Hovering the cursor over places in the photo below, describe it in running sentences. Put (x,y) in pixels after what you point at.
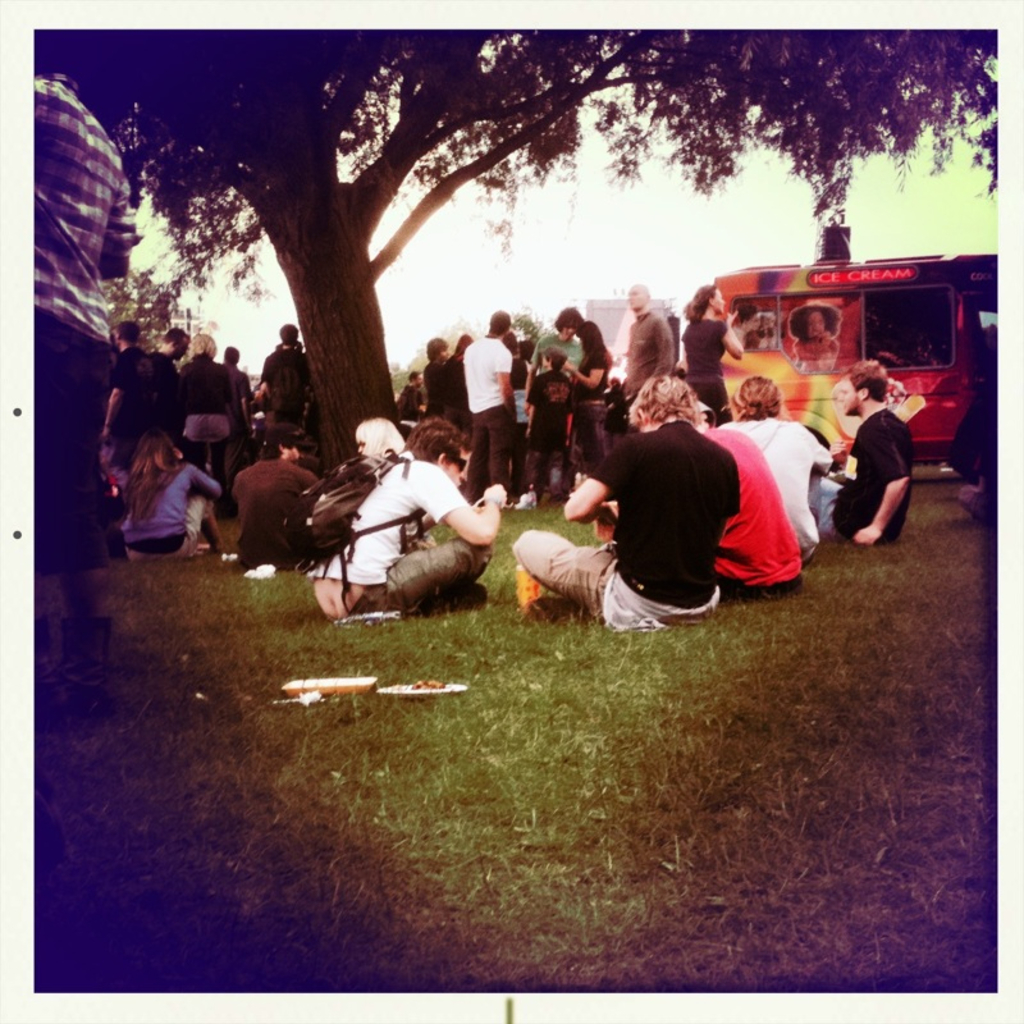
This picture describes about group of people (512,473), few are seated on the grass (511,668) and few are standing, in the background (788,284) we can see a vehicle (806,360), few trees (531,336) and a building (624,313).
